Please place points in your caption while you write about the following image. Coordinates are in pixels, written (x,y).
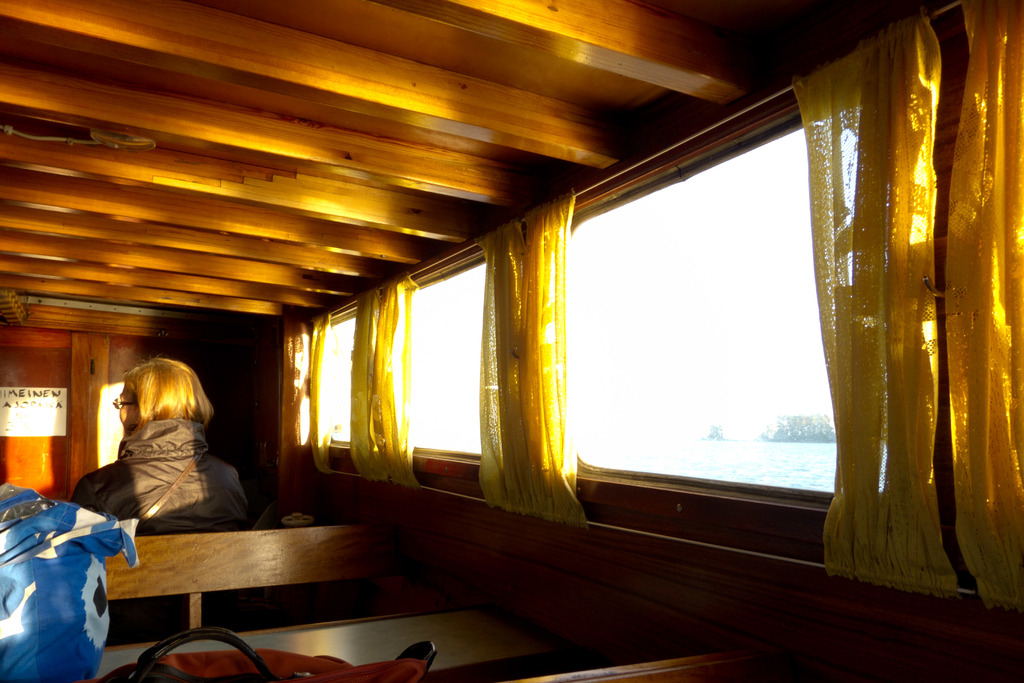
This is a inside picture of a boat (167,542). In the background of the image (155,443) there is a lady (125,463) sitting. To the right side of the image (818,422) there is a glass wall (760,450), through which we can see water (770,449) and trees (774,431).
